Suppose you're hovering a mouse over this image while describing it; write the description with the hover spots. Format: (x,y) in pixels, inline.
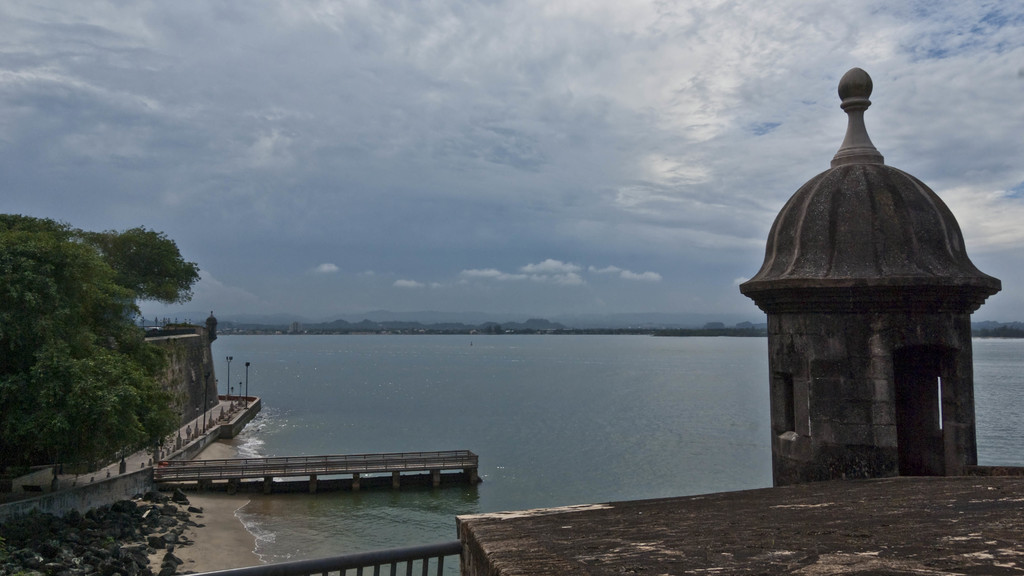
In this image we can see a sea (639,406). There is a monument (880,436) in the image. There is a tree (64,330) and many hills (416,325) in the image.
